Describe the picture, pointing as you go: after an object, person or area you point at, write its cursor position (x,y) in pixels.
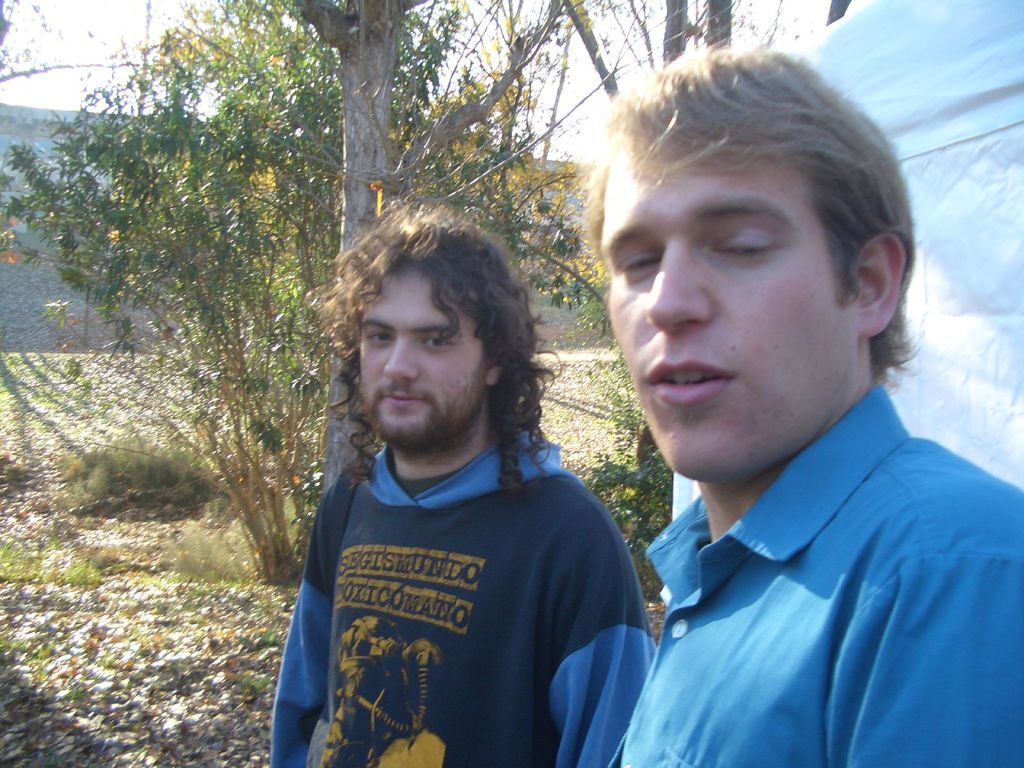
In this image there are two men (563,612) in the middle (485,264). In the background (314,175) there are trees (180,247). On the ground (90,639) there are leaves (120,635). On the right side (976,141) there is a white cloth (1019,174).
